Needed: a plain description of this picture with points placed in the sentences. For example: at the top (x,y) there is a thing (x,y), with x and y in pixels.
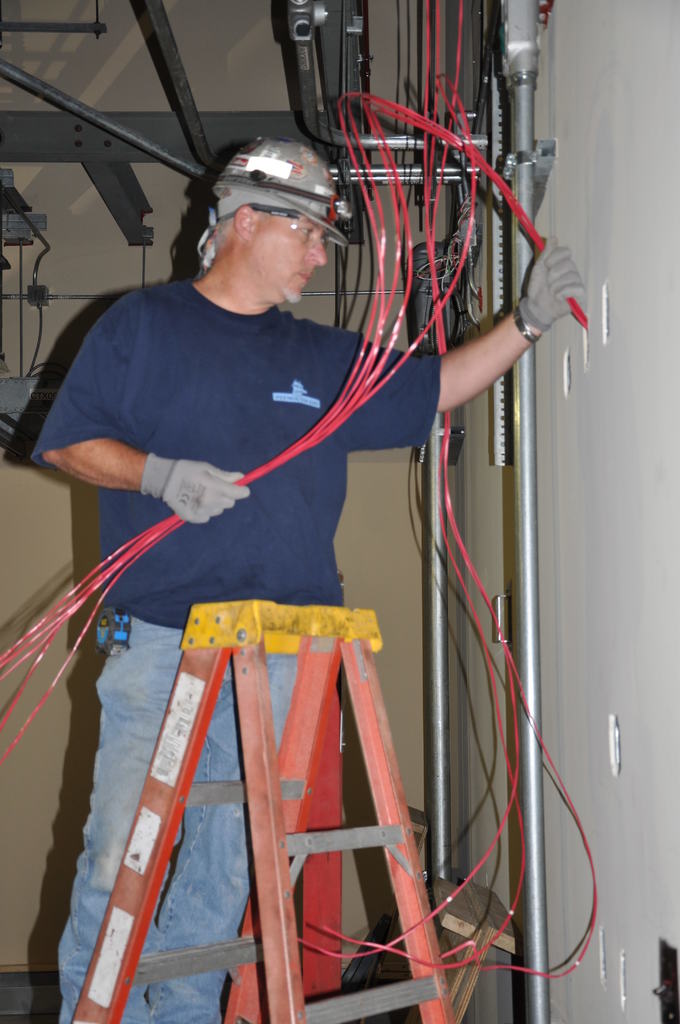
In this picture there is a man (212,216) standing and holding cables (319,428) and wearing gloves (171,485) and helmet (212,218), in front of him we can see stand (203,607). We can see rods (433,569), cables (459,43) and table (442,899). In the background of the image (98,235) we can see wall (86,231).
